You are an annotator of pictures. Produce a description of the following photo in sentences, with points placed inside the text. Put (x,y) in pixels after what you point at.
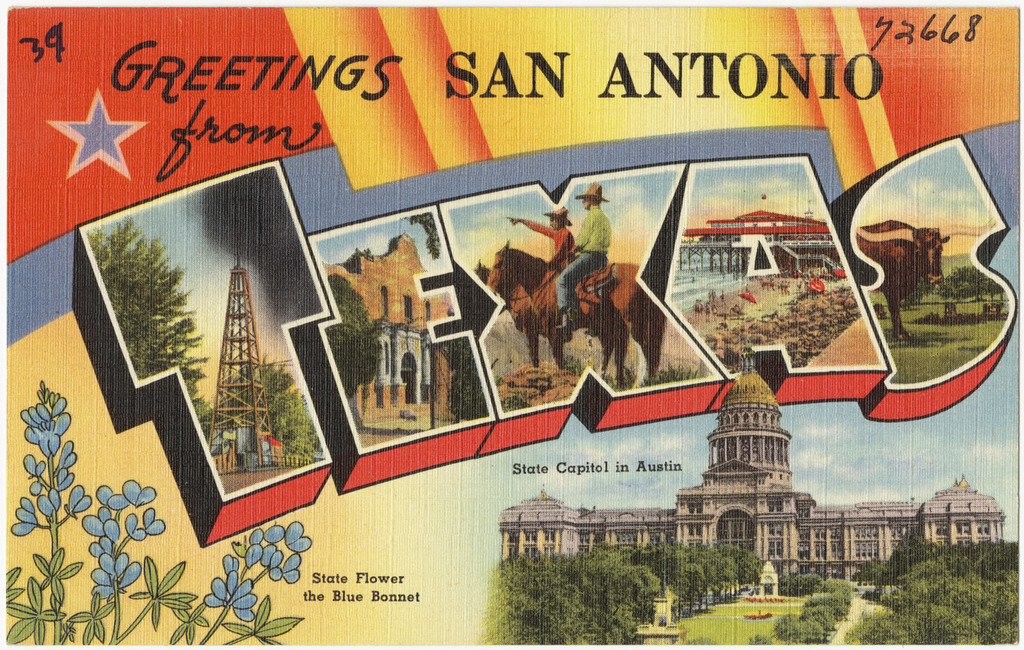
In this image there is a greeting card (527,230) with pictures (696,232) of buildings (812,260), trees (528,568), people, horses (547,291), metal structures (234,379) and there is some text (910,416) on the image.
